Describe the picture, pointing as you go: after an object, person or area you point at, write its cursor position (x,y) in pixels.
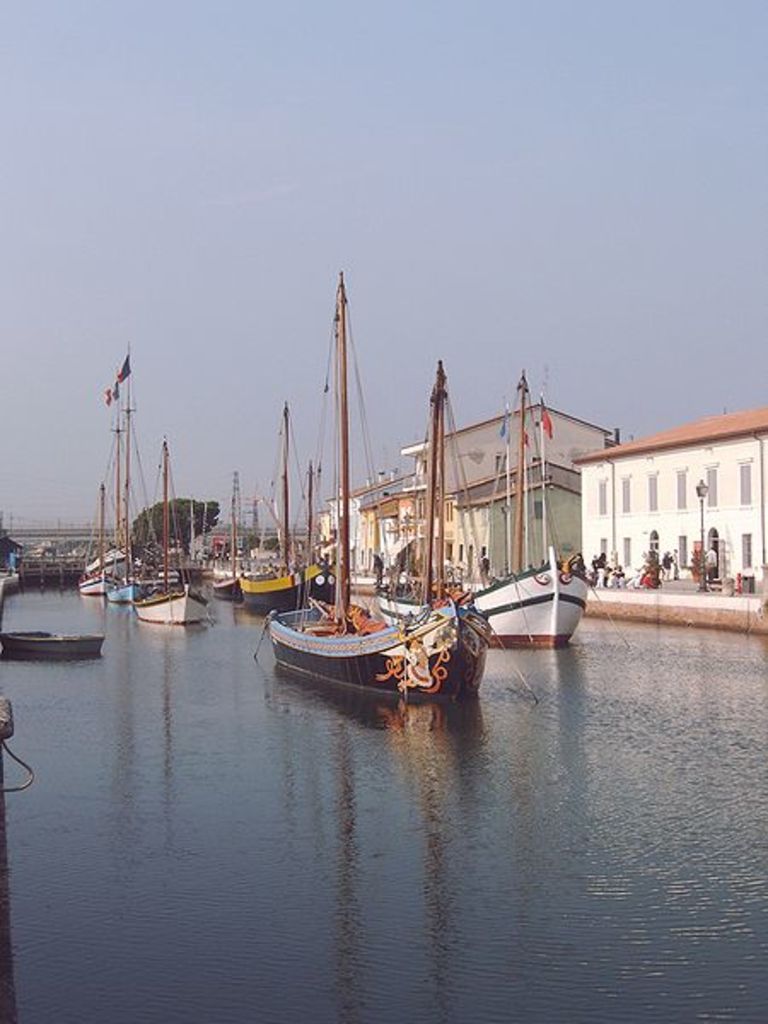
In the center of the image (506,612) we can see boats (436,600) on the river (228,884). On the right side of the image (666,501) we can see buildings (546,527), persons (708,563), road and street lights (703,510). In the background (75,530) we can see ships (163,545), bridge (36,570) and sky (270,156).
